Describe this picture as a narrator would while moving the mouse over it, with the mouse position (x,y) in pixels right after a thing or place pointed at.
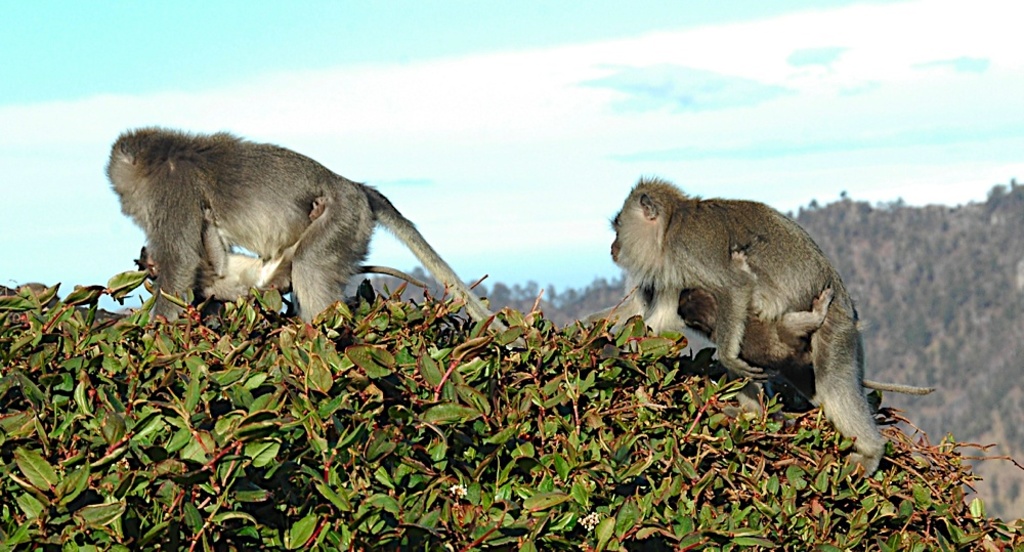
In the picture we can see two monkeys (754,297) with their babies (827,298) crawling on the plant surface (586,469) and in the background (916,352), we can see the hill (874,300) and sky (22,197) with clouds (505,171).
